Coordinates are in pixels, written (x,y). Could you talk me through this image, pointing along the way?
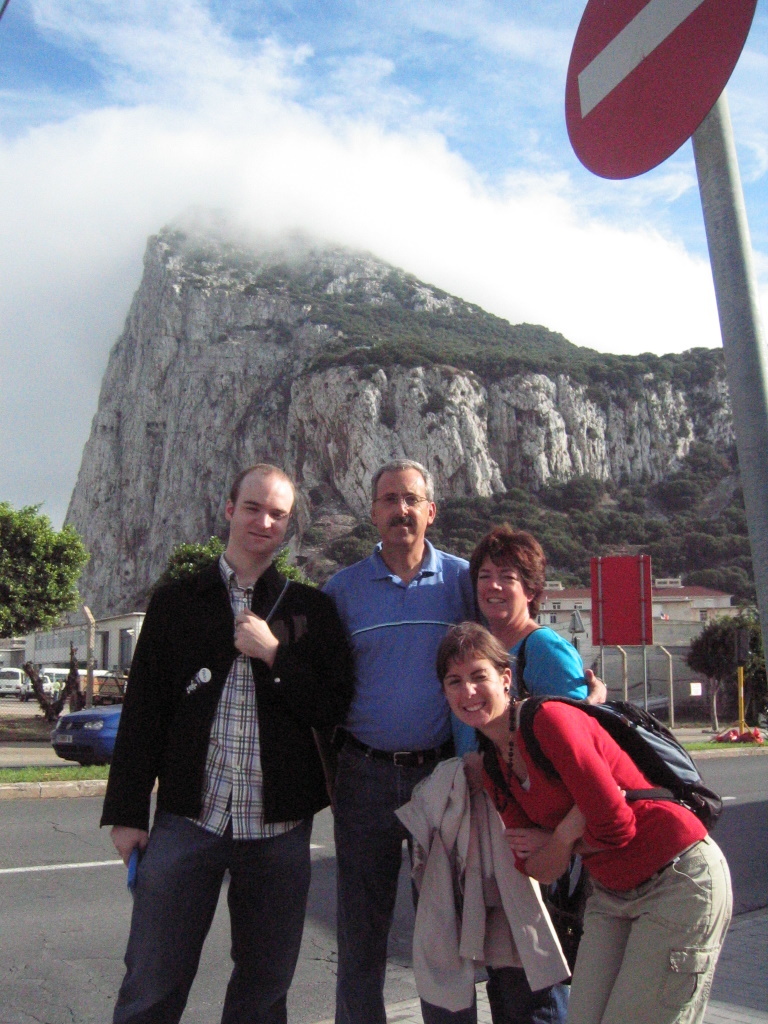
In this image we can see one big mountain (512,438), so many trees (721,572), bushes (732,579), plants (741,625) and green grass (103,768) on the ground (12,730). There are four people (353,865) standing and holding some objects (451,799). There are some houses (9,649), one pole (706,112) with sign board (627,20), one red color board (627,579), some vehicles (13,691), on road (60,924), some poles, some objects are on the surface (742,878) and at the top (765,156) there is the sky (756,48).
